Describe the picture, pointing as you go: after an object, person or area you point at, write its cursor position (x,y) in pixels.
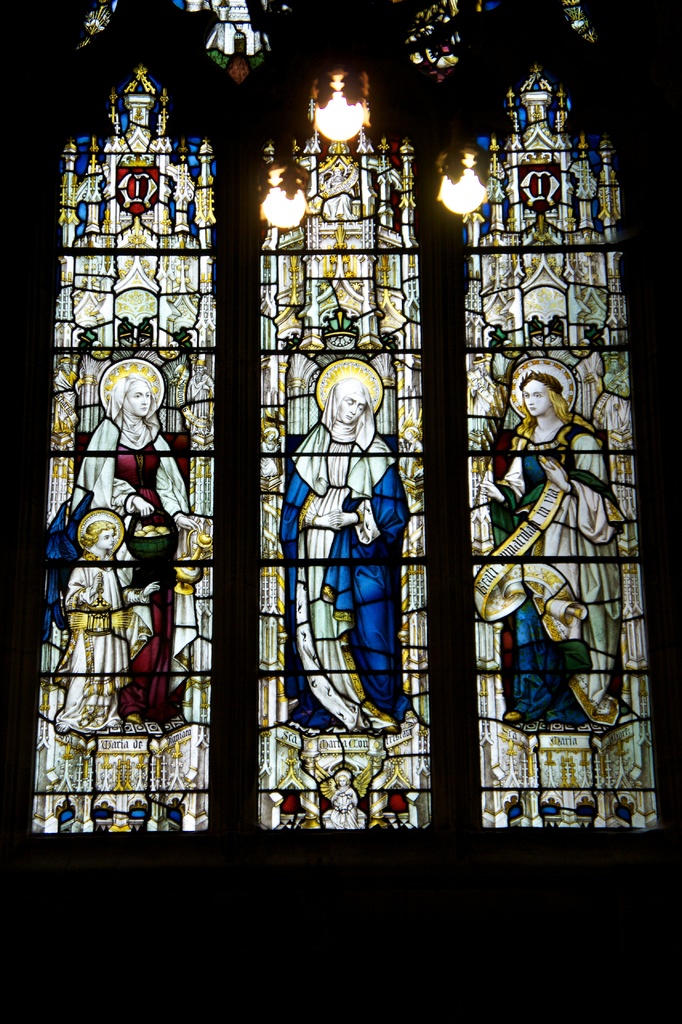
In the picture we can see inside view of the church (277,892) with a wall (228,895) which are painted with an image (622,743) of some persons (551,532) and top of it we can see some lights (472,175).
